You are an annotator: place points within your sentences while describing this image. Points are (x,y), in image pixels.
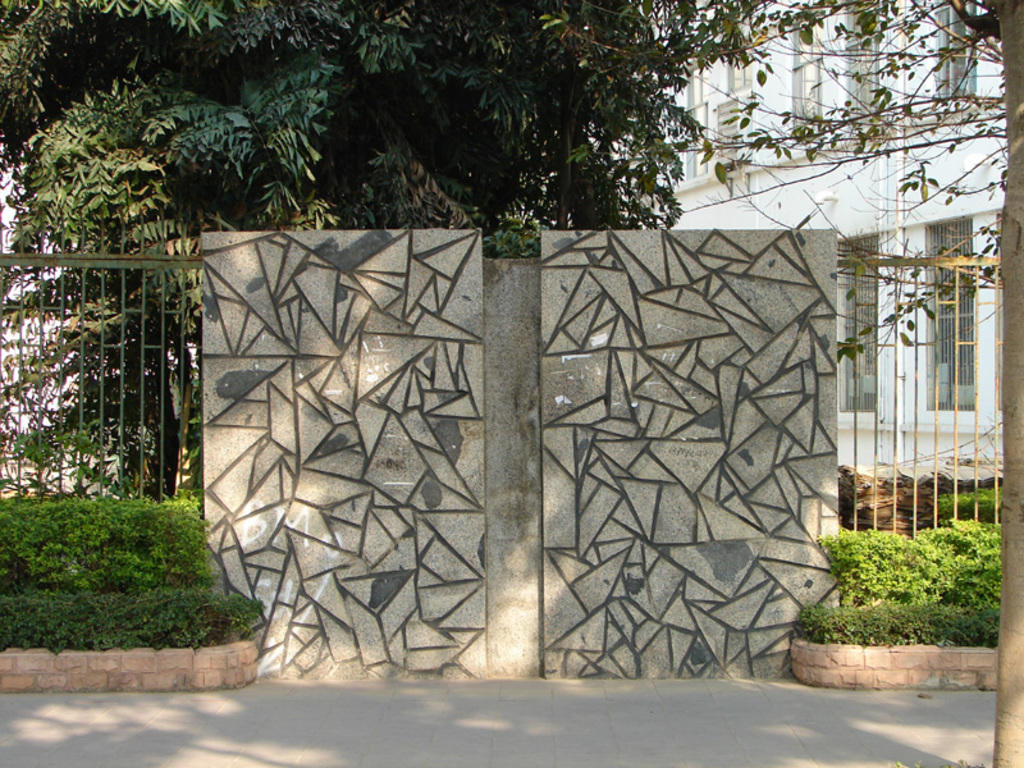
The picture is taken outside a building (992,82). In the center of the picture (354,261) there are plants (861,574), railing (100,410) and wall (381,363), behind the wall (352,382) there are trees (384,138). On the top right (845,91) there are windows (692,81) and building (806,155). In the foreground (433,725) there is pavement (586,715). On the right (1011,685) there is a tree (1023,477).
